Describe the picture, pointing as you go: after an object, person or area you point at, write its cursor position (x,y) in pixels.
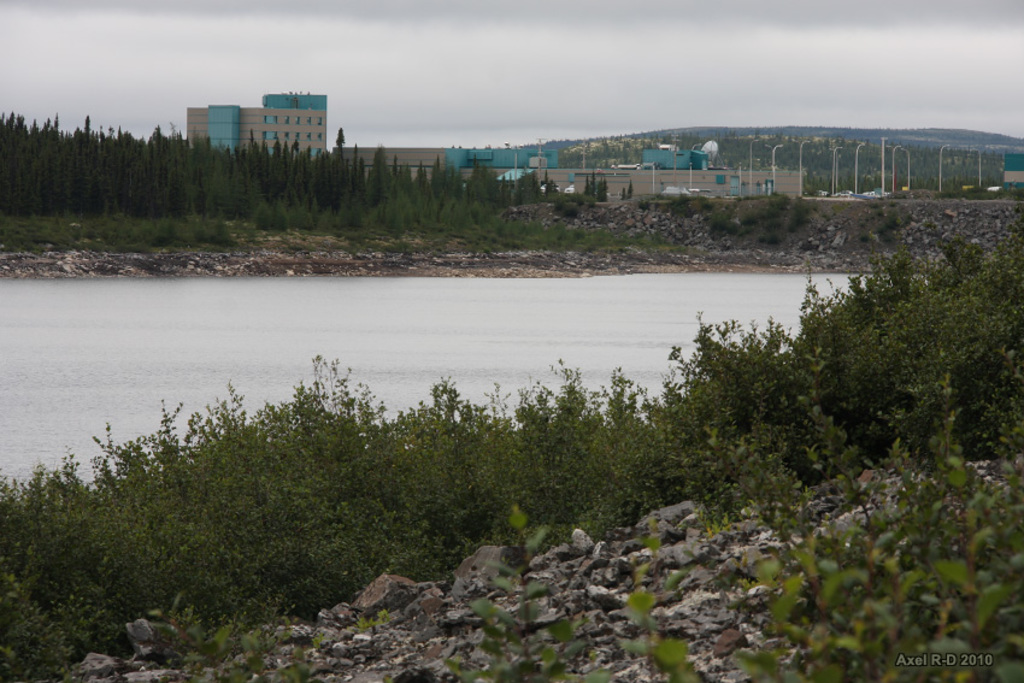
In the picture we can see a surface (650,639) with some rocks (586,659) and around it we can see plants (806,391) and behind it, we can see a lake (104,345) with water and far away from it, we can see a surface (6,216) with grass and trees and behind it we can see some poles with lights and buildings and behind it we can see the hills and the sky (372,27).
